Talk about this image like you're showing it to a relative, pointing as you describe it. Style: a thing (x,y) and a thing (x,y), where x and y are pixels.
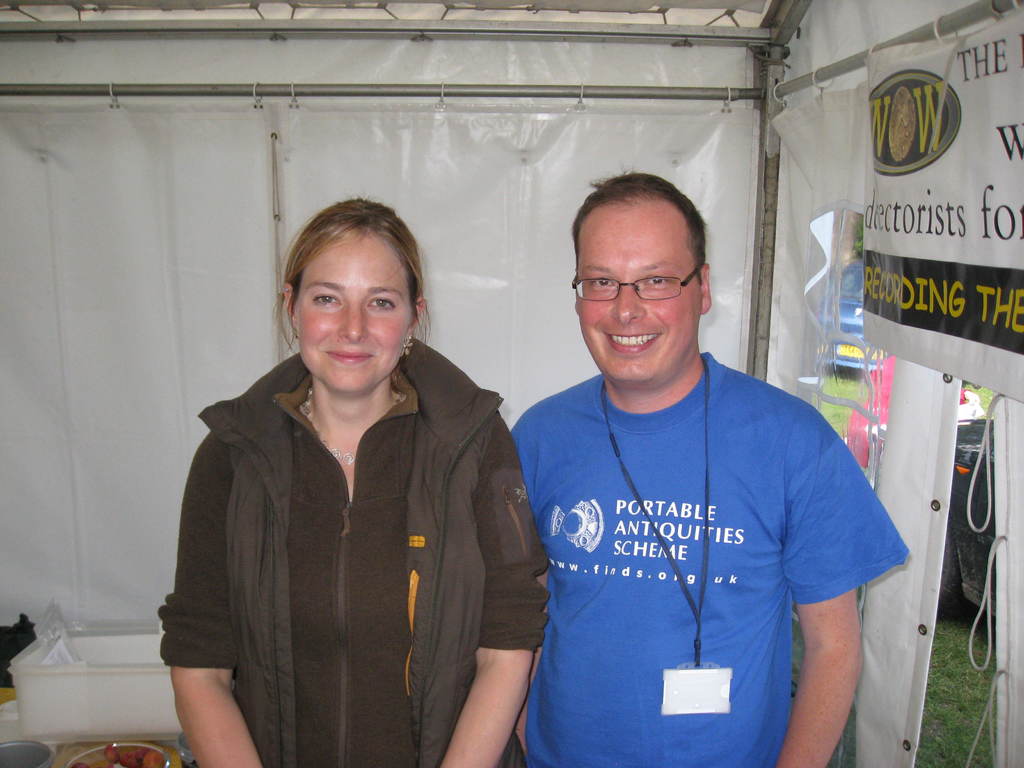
In this image we can see a lady (505,492) and a man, there is a poster (902,189) with some text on it, there is a tent (154,336), grass (945,706), food items (135,755) on the plate (95,753), there is a box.
